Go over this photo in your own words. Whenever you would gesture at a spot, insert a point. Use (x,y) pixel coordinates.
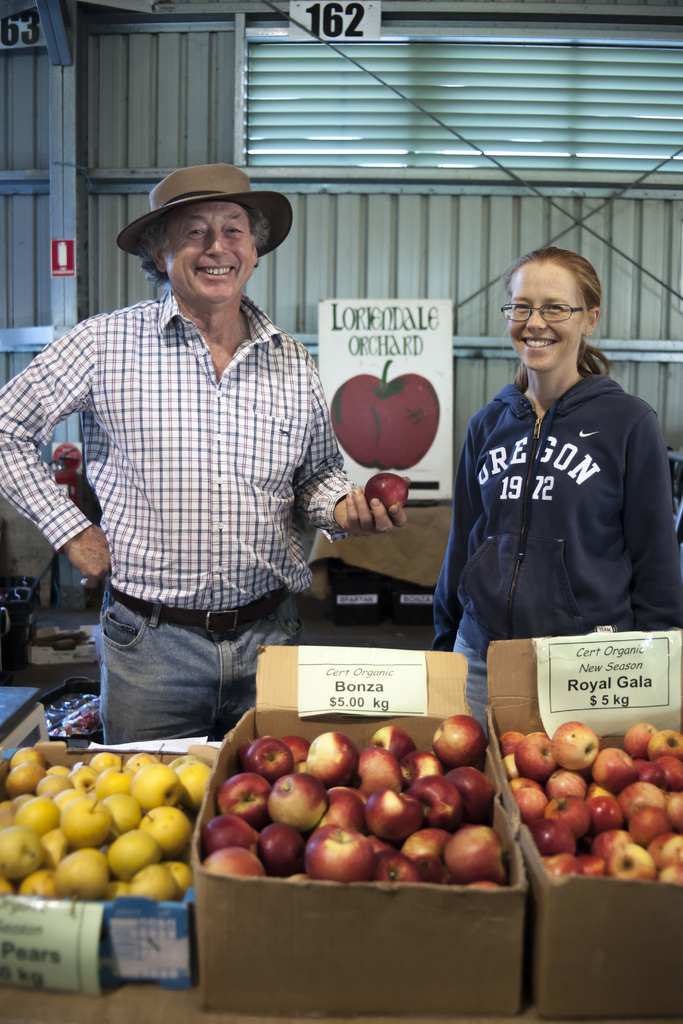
In this picture I can see there is a man (276,391) and a woman (573,612) standing, the woman (540,464) is having spectacles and the man (70,385) is wearing a cap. There are few fruits (310,801) placed in the carton boxes (201,832). In the backdrop (117,172) there is a wall (133,70) and there are few numbers (30,26) placed on the wall (226,91).
